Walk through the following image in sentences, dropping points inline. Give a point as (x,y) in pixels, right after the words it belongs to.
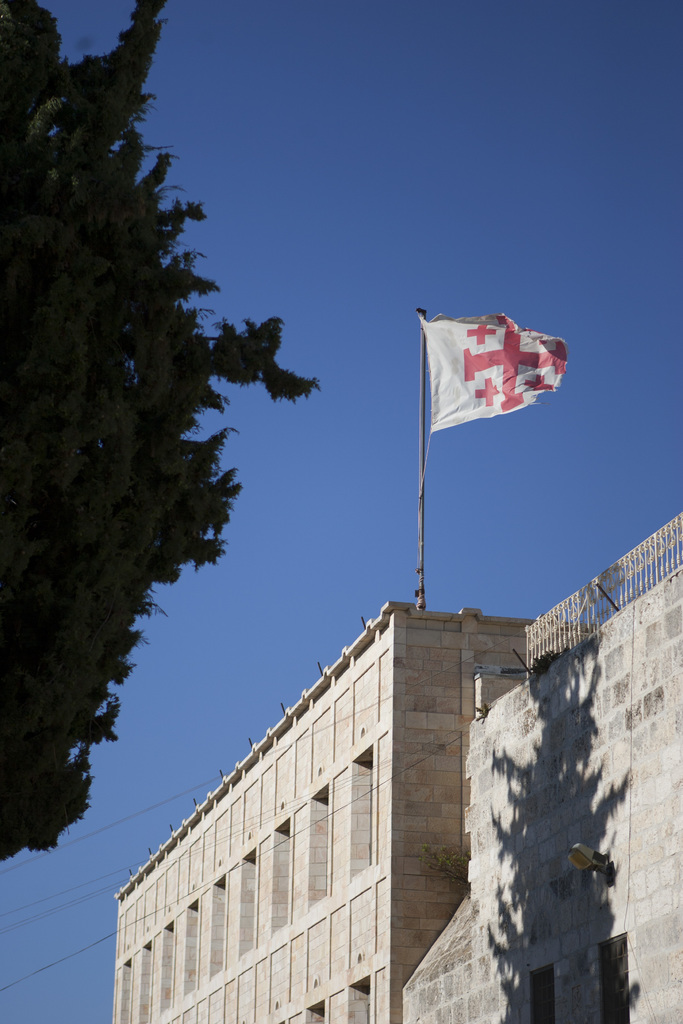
In the image we can see there is a clear sky (390,191) and there is a building (306,837) on which there is a white colour flag (484,328) on which there are red colour plus symbols (503,361) beside it there is a tree (74,397).
